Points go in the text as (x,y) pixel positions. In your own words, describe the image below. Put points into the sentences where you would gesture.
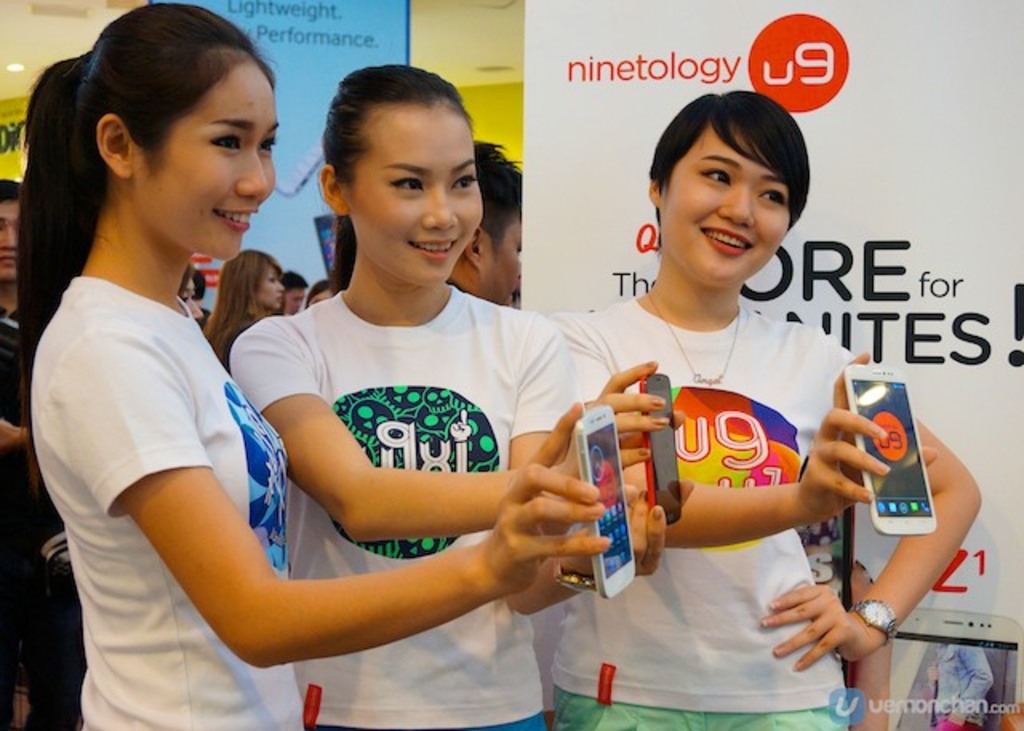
There are three women (199,343) standing here and smiling showing a phone (612,463) to them, who is clicking the picture. In the background (283,295), there are some people (278,287) standing and we can observe a poster (705,78) here.
